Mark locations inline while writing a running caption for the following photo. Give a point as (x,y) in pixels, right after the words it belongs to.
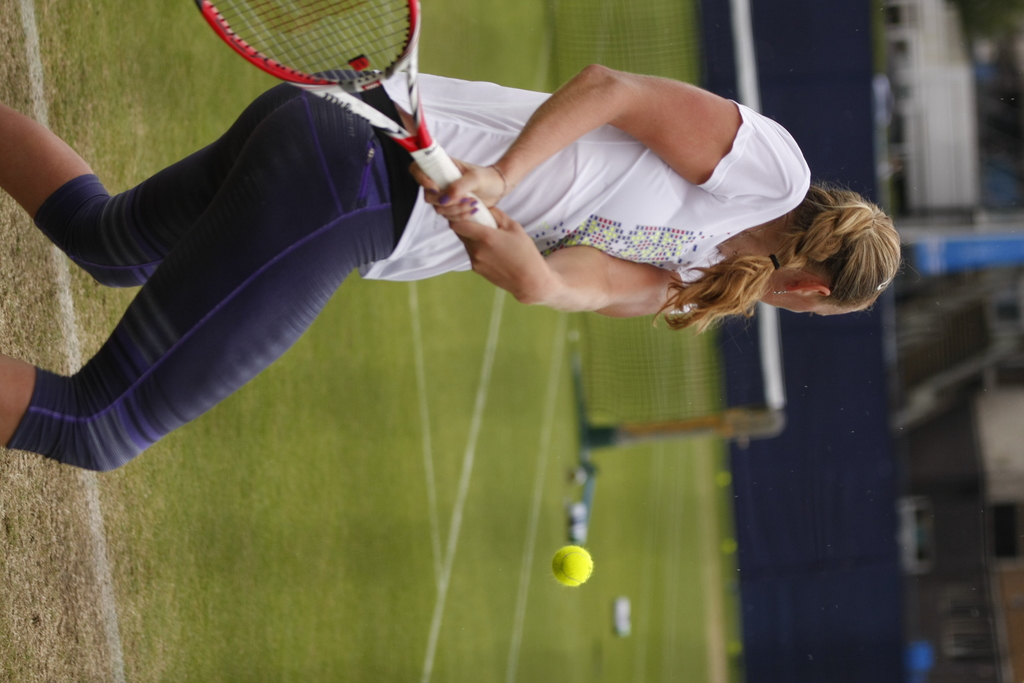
In this picture there is a woman (157,321) standing and holding the bat (398,116). At the back (637,373) there is a ball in the air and there is net (664,340) and there is a building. At the bottom (537,538) there is grass (489,592) and there are objects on the grass (483,530).
